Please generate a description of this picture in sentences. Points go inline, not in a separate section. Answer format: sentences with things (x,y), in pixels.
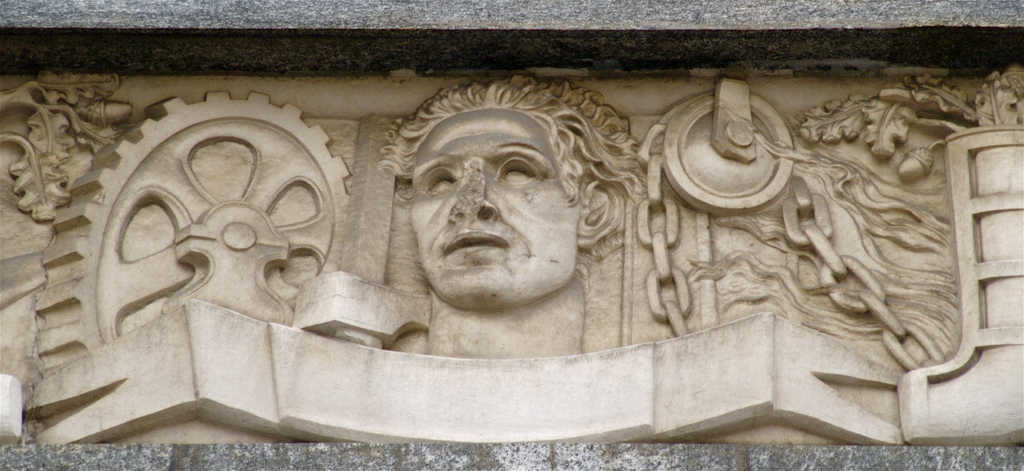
In the picture we can see a wall (995,313) with a sculpture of a person's face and beside it, we can see some machine and chain sculptures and on the top of it we can see a marble (175,13) placed on it.
